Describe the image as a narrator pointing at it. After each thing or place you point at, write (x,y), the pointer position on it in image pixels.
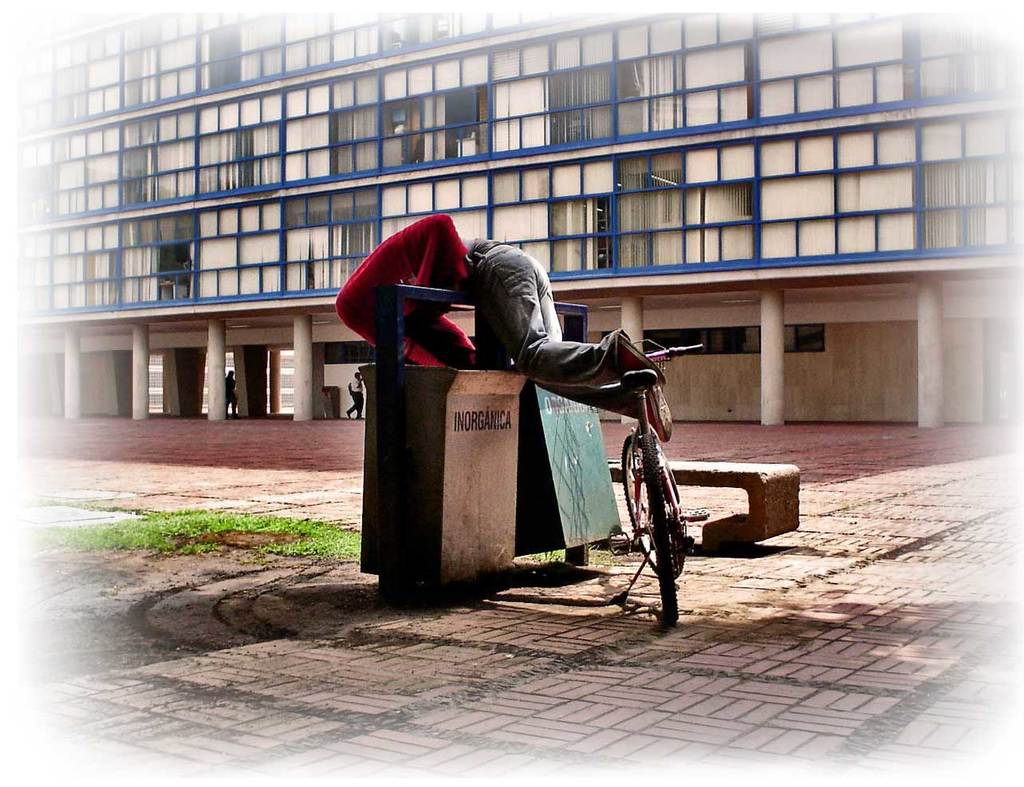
This picture is clicked outside the city. The man (564,356) in red t-shirt (384,250) is on bicycle (648,427), is into the garbage bin (440,453). Beside that, we see a bench (765,497) and on background (761,164), we see a building (675,135) with seven pillars (217,360) and we can even see windows (375,143) and curtains (328,134) of that building (281,145).
